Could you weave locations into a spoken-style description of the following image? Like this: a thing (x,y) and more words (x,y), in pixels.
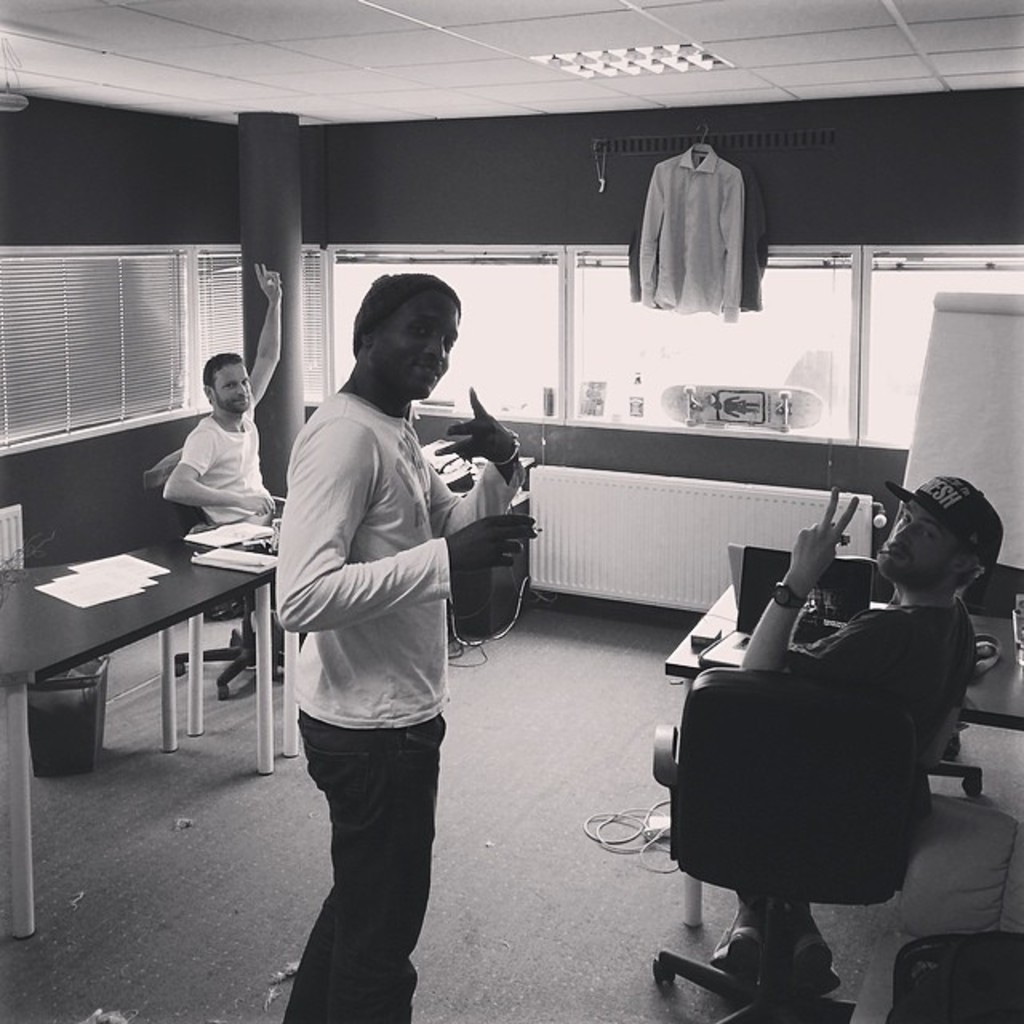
In front of the image there is a person (381,542) standing, holding some object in his hand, in front of him there are two people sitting in chairs (812,745), in front of them on the tables (41,577) there are some objects (261,564), in the room (743,147) there are cables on the floor (582,833), trash can (93,667), room heater (728,505), board (972,458), in the background of the image (271,461) there is a pillar (286,144), glass windows (340,350) with curtains (129,342), at the top of the image (707,195) there are clothes (707,190) on a hanger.
